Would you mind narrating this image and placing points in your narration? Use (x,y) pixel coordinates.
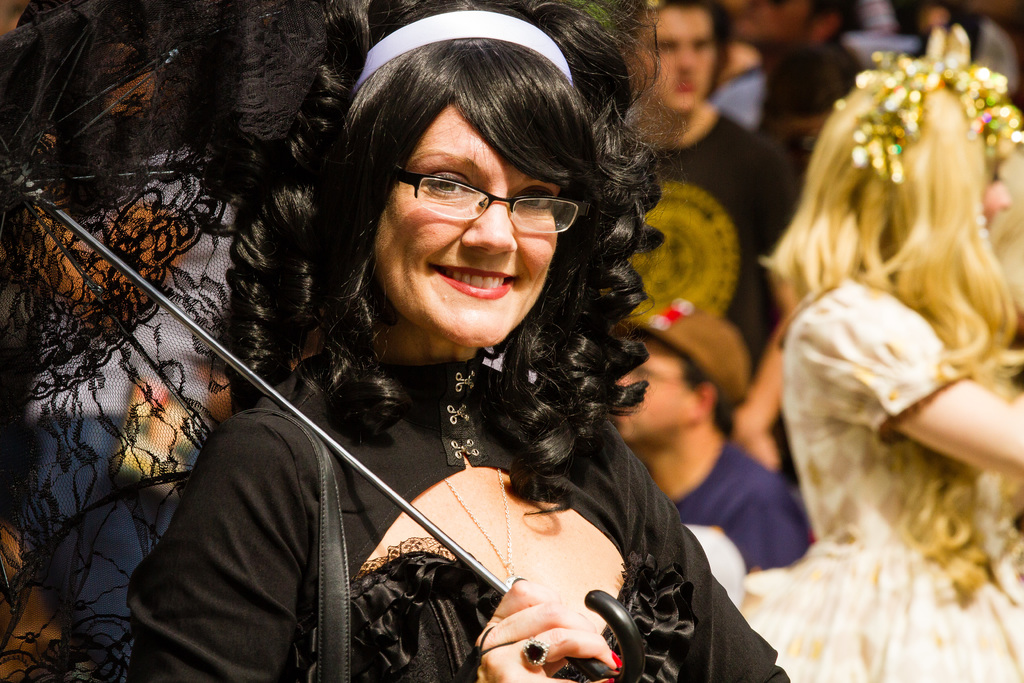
In this picture we can see people (693,125). This picture is mainly highlighted with a woman (578,231) wearing a black dress (362,523) and spectacles (555,214). She is holding an umbrella (59,203) and smiling.
